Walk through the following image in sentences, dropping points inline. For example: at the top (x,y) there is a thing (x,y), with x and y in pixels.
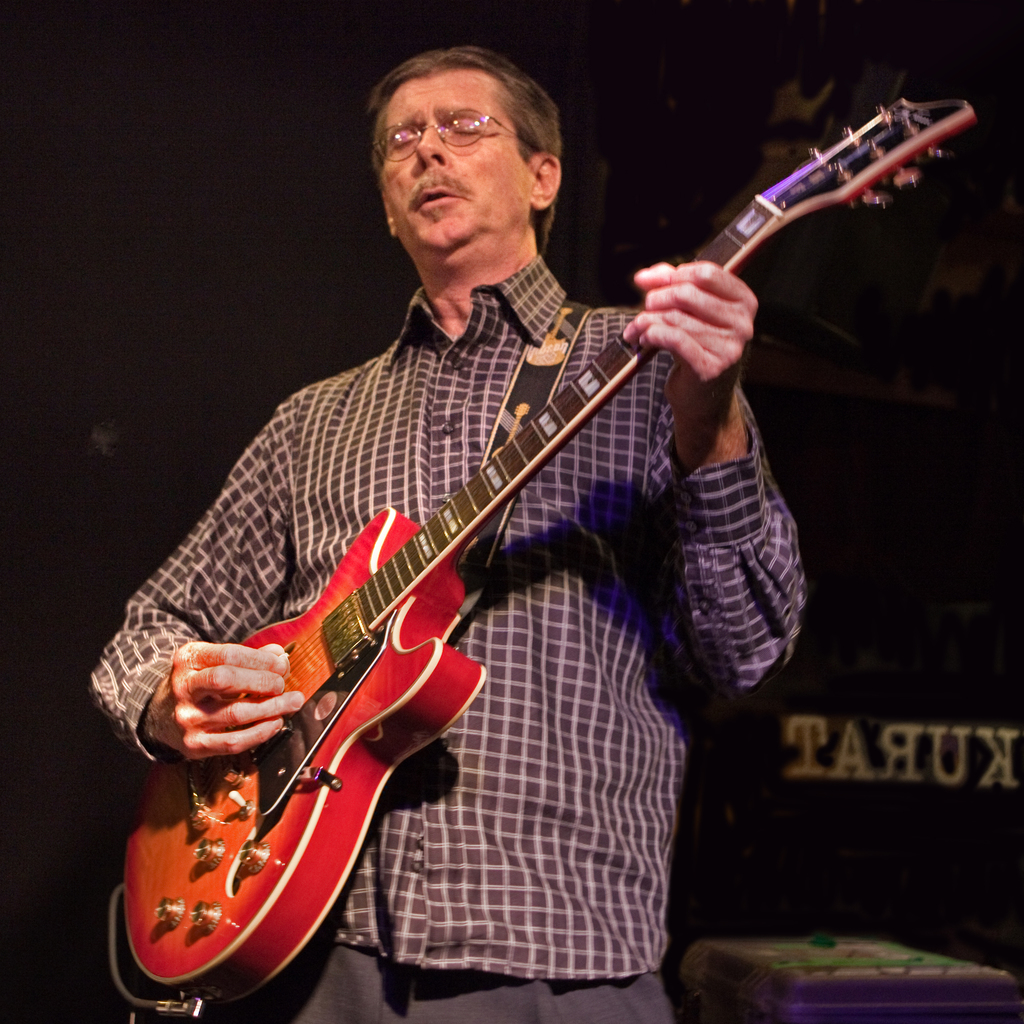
In this image, we can see a person (491,263) on the dark background playing a guitar (327,848). There is a text (806,748) in the bottom right of the image (935,757).
